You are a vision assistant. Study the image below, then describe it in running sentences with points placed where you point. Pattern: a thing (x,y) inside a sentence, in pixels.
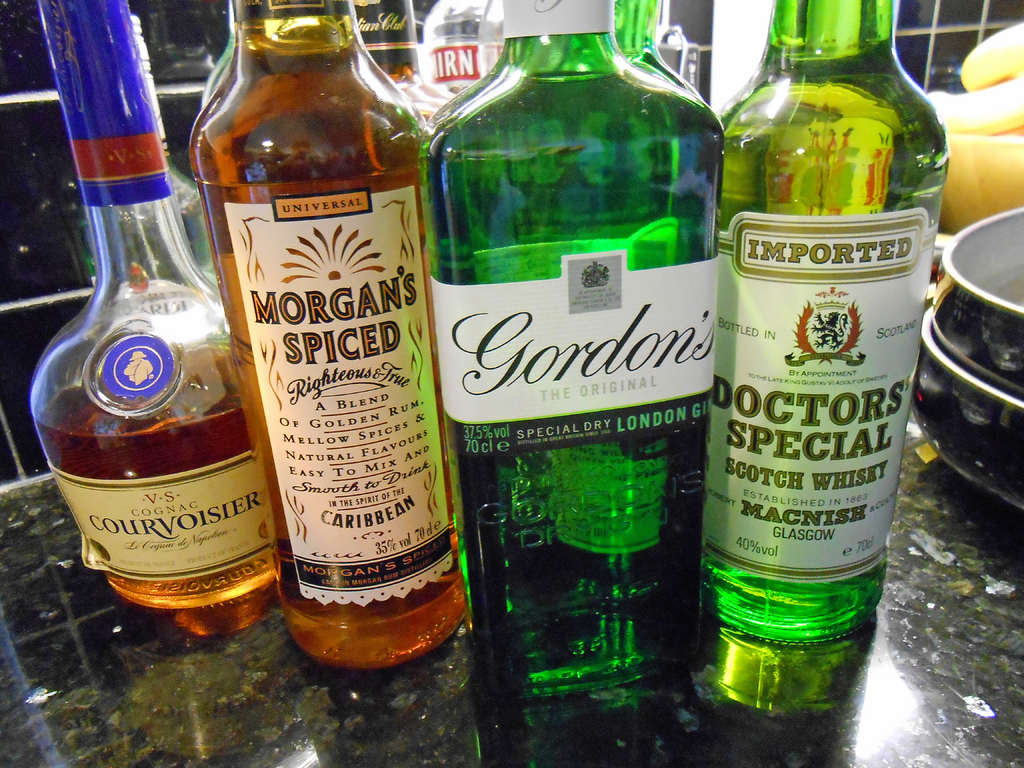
On the table (47,518) to the right side (973,417) there are two bowls (993,396) in black color. And to the right (787,599) there is a green bottle (824,324) with a label (795,380) on it. Beside that there is another bottle (516,276) with green color with a liquid (488,198) in it. And beside that there is another bottle (211,187) with a label (349,410) on it. And it is a hot drink (314,120). And to the left side (119,371) there is a bottle (214,440) with cognac (156,464) in it.
